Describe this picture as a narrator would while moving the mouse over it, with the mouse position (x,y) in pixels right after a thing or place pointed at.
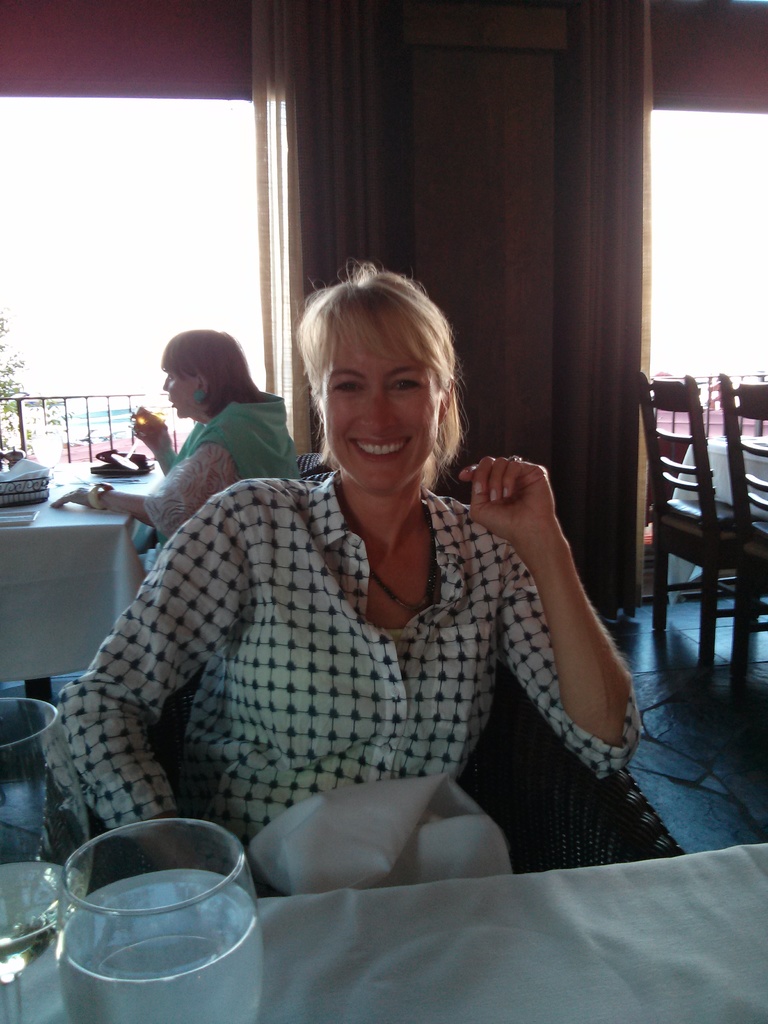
These two persons (297,565) are sitting on the chair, this person (182,394) holding glass (139,416) and this person (375,475) smiling. We can see glasses (196,894) on the table (461,924). On the background (99,215) we can see glass window (689,231), chairs (738,514), wall (507,275). This is floor (667,675).
